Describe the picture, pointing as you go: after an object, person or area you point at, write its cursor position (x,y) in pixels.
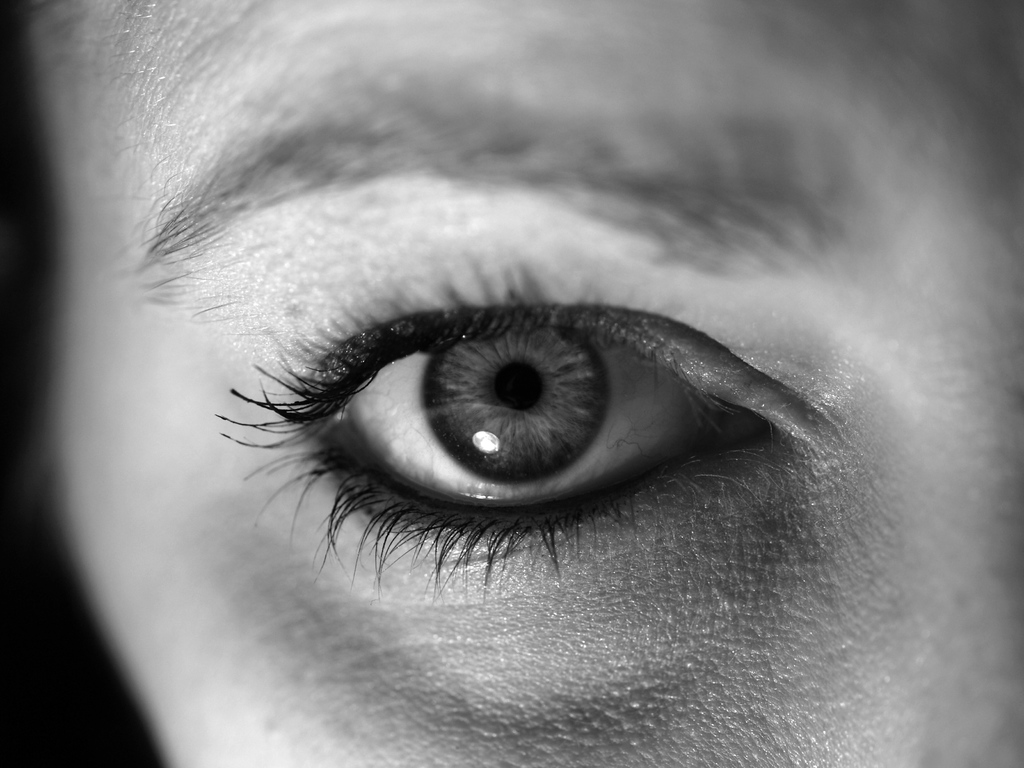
In this image we can see an eye (298,418) of a person (582,542) and we can see the eyebrow (245,194) above the eye (323,362).
